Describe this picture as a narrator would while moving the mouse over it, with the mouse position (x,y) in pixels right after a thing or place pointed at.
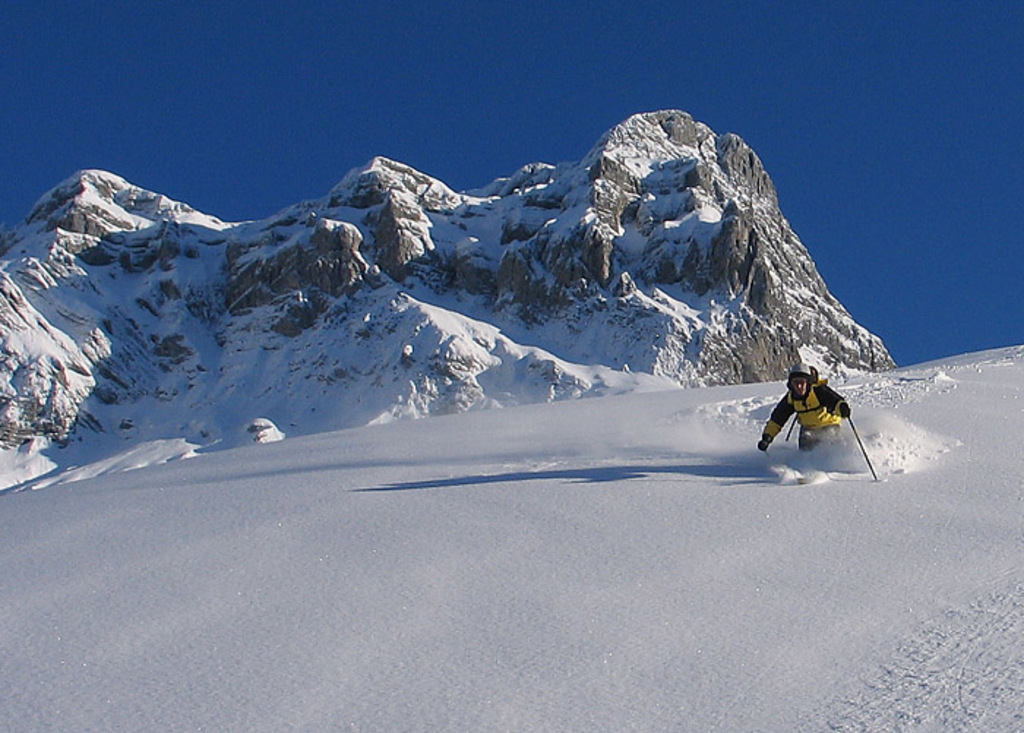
In this image, we can see a person (834,395) wearing clothes (801,421) and holding a stick (854,427) with his hand (842,416). There is a mountain (665,293) in the middle of the image (365,317). There is a sky (499,73) at the top of the image (499,72).
